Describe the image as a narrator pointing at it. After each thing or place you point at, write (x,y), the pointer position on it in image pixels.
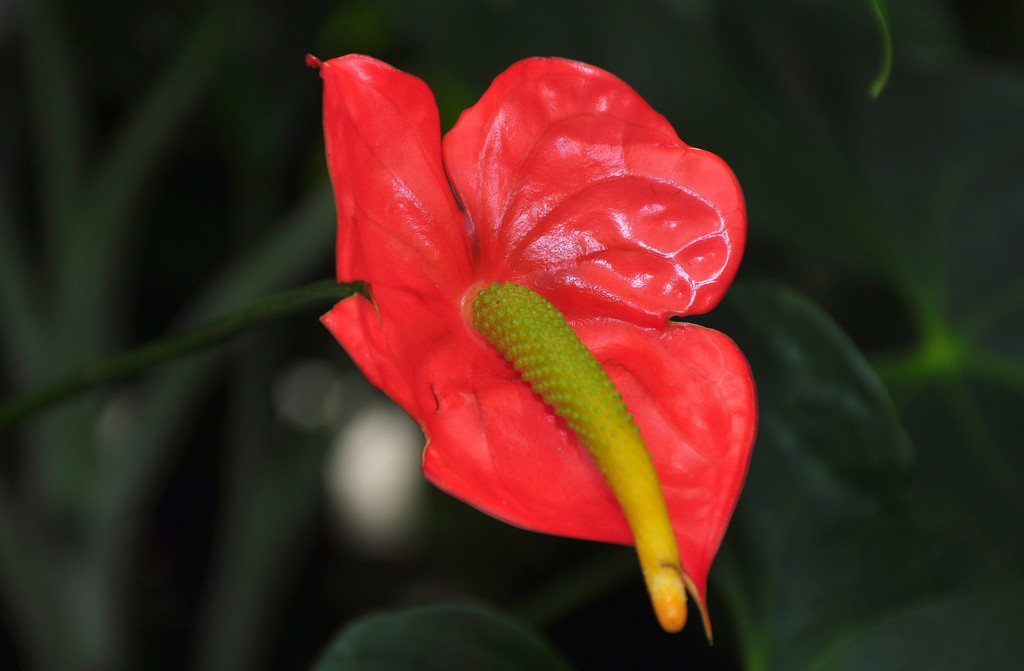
In this image there is a flower (414,138) and stem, background (49,349) is blurry.
